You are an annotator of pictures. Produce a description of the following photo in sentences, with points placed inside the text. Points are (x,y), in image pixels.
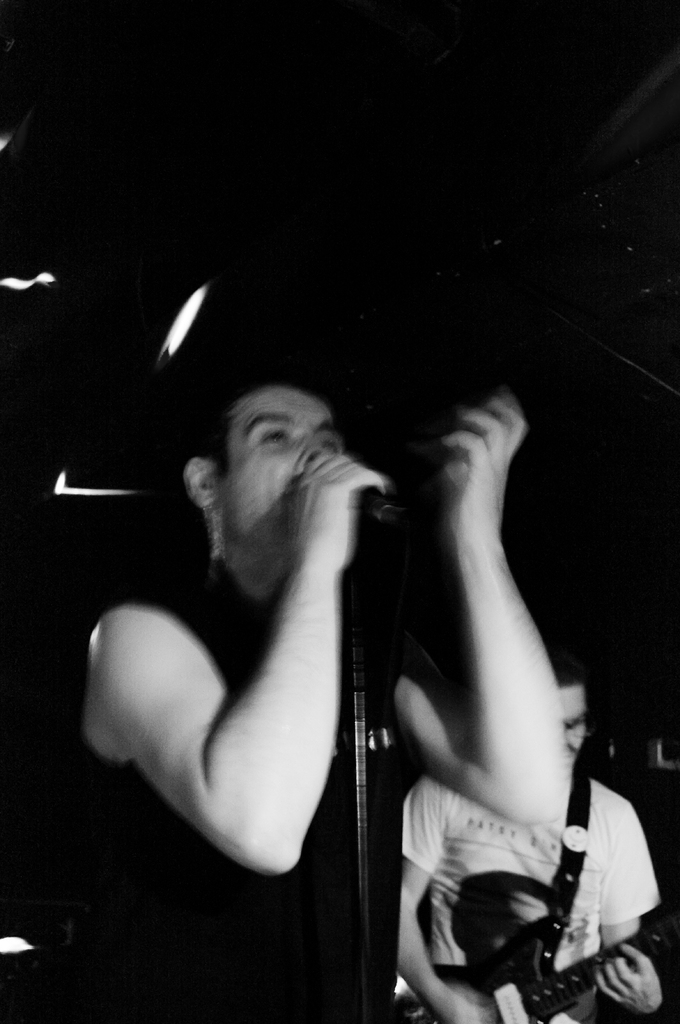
In this image I can see two men (439,726) where one is holding a mic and another one is holding a guitar (488,984).
